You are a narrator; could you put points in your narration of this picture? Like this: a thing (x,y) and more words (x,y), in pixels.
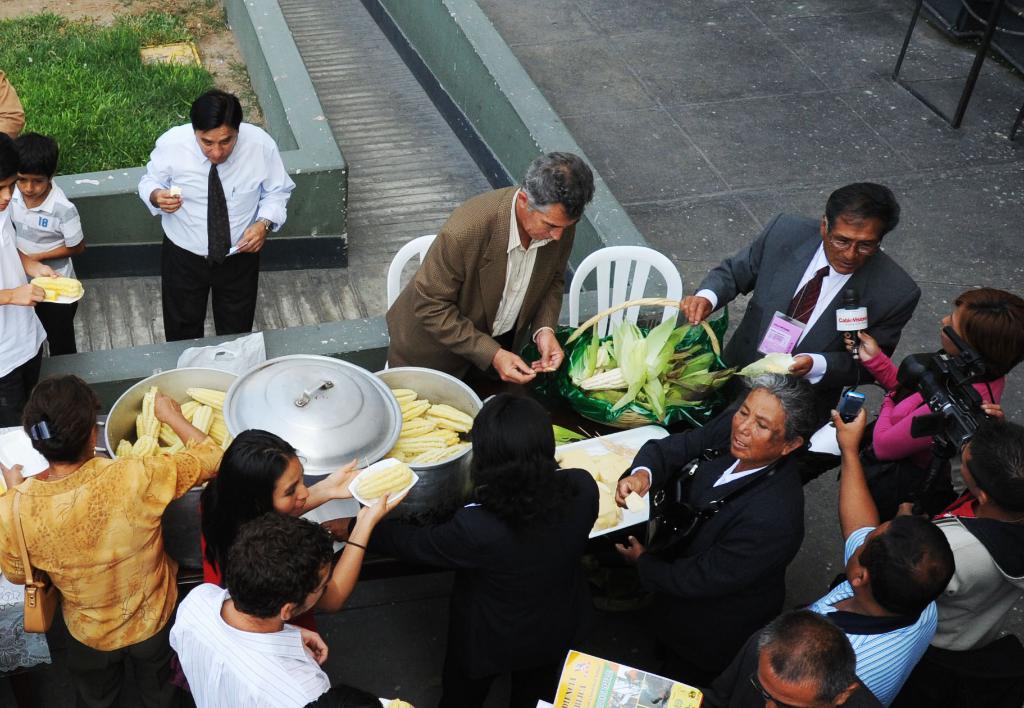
This picture describes about group of people (550,432), in front of them we can find food (397,457) on the table (584,429), on the right side of the given image we can see a woman (864,341) is holding microphone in her hand (861,354) and a man (979,566) is holding camera (948,392), in the background (60,92) we can see grass (66,81) and chairs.
